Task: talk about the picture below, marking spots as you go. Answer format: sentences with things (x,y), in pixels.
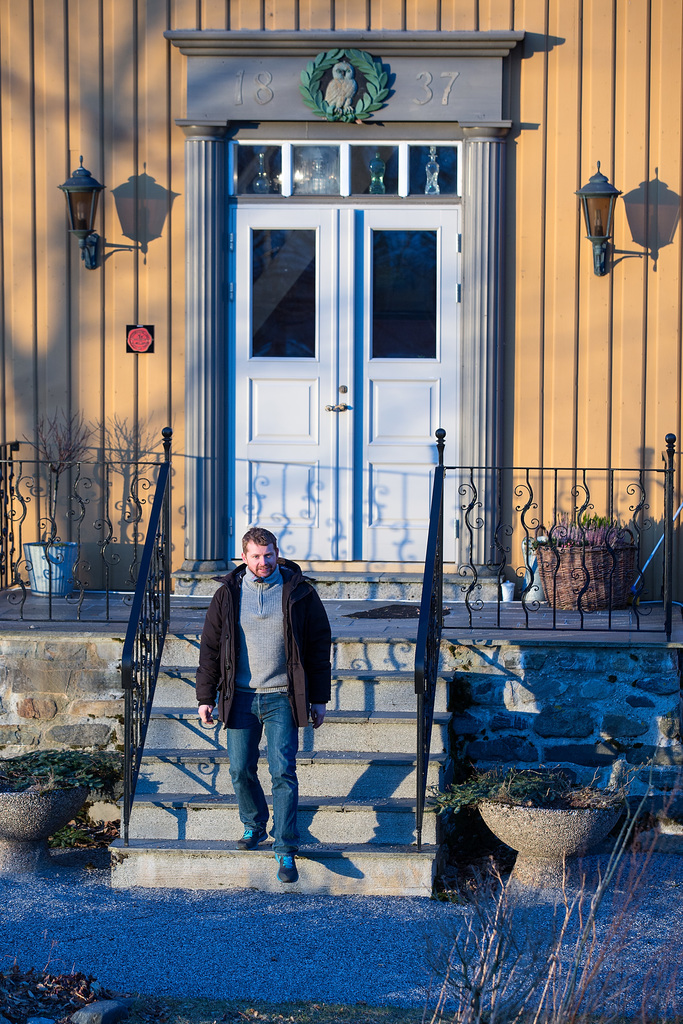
In the picture we can see a house (646,128) with a door (444,485) which is white in color and besides to the door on the either sides we can see two lamps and near the house (177,274) we can see some steps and railings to it and a man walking on the steps (396,589).
